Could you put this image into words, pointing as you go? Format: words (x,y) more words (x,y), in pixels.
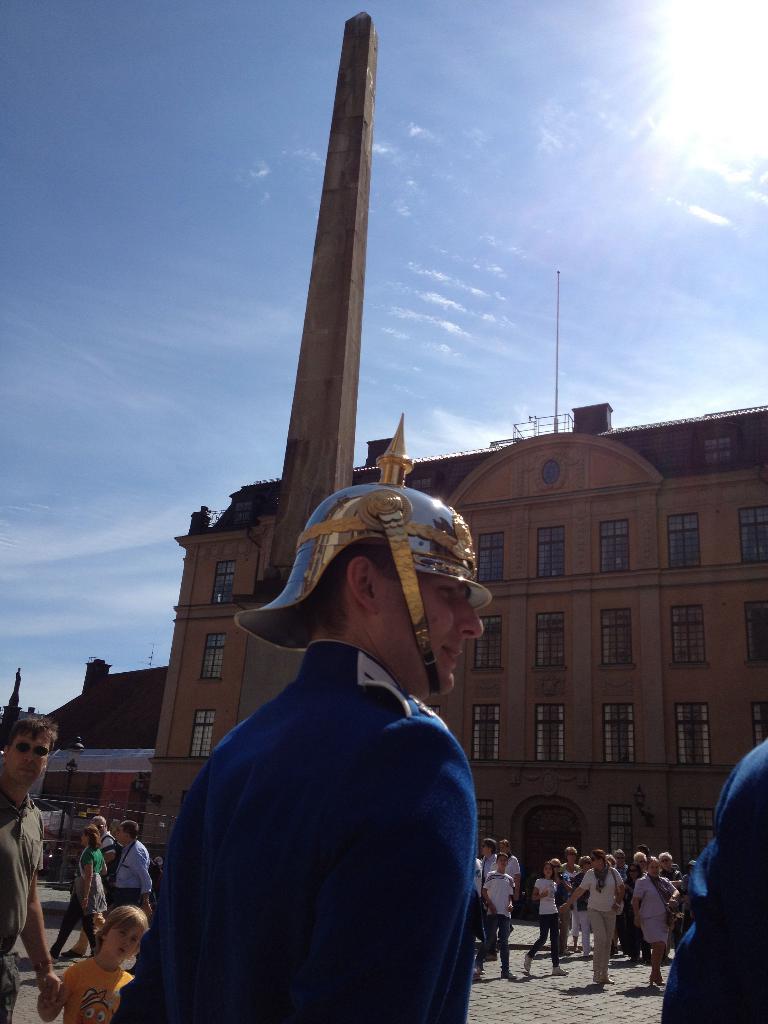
In this image, in the middle (362,633), we can see a man (354,845) wearing a blue color shirt (380,891). In the right corner (733,787), we can also see a hand (756,824) of a person (754,912). In the background (13,931), we can see a group of people (663,920), building (594,631), pillar (354,241). At the top (628,169), we can see a sky (636,137) and a sun (717,91).
